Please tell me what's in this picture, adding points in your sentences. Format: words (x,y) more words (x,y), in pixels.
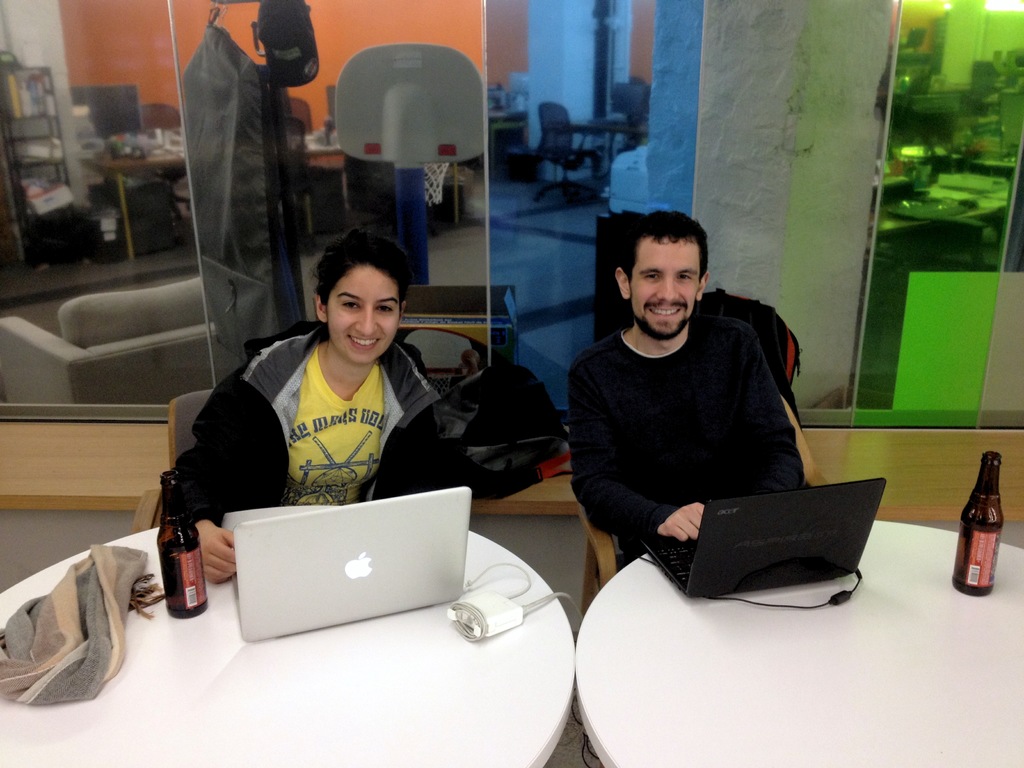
in this picture we can see a woman (298,380) sitting on a chair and smiling, and in front (321,536) there are laptop (322,568), beer bottle (181,568) and some objects (129,582) on the table (410,630), and beside her a man (614,367) is sitting and holding a laptop (753,497), and at back (409,94) there is a glass door (547,114), and at opposite there is a pillar (730,82), and beside there are bags (723,309) on the floor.
